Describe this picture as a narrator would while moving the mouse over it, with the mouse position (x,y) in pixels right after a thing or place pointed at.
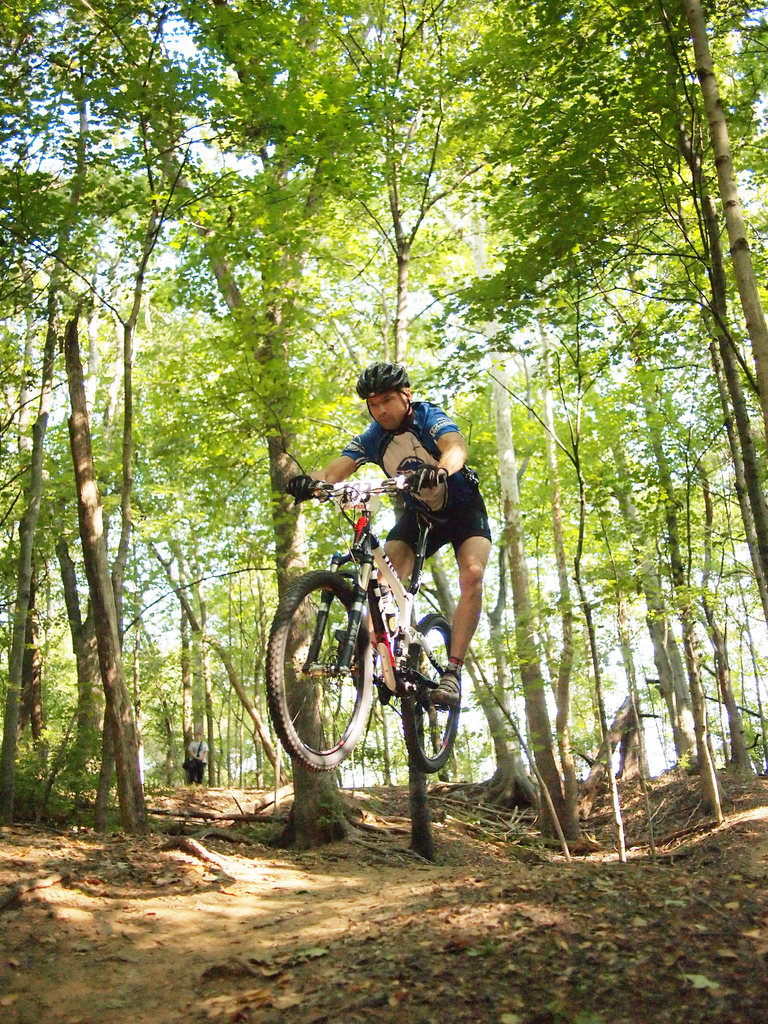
in this picture we can see person (416,451) riding a bicycle (357,594), we can also see a trees (112,208).
